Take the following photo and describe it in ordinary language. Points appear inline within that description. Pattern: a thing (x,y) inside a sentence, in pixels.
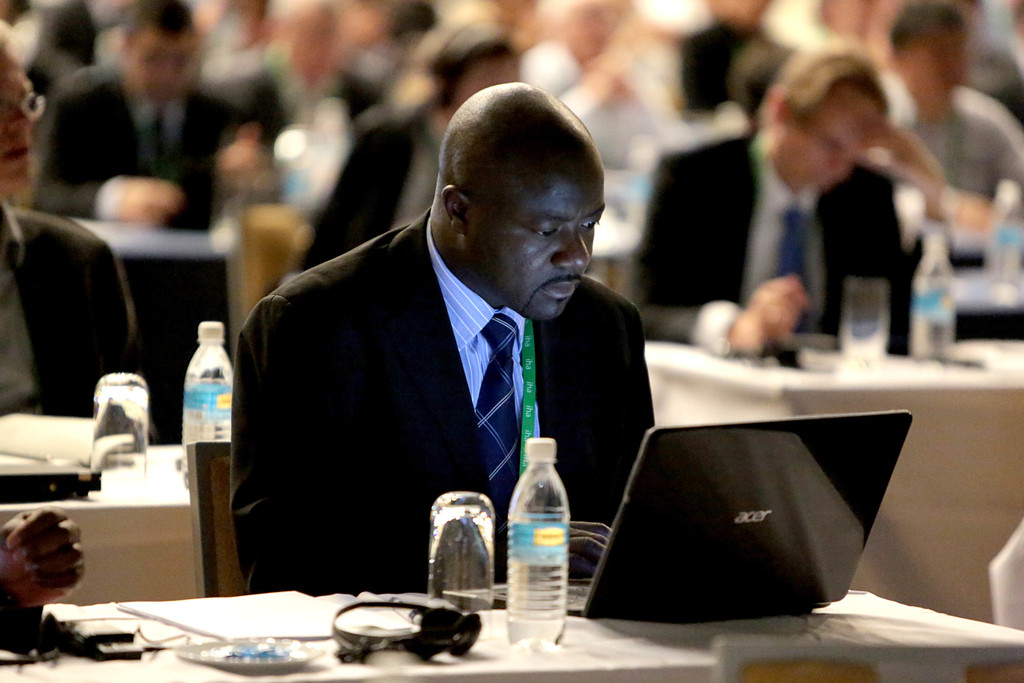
People (384,85) are sitting at tables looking into their laptops (696,567).
